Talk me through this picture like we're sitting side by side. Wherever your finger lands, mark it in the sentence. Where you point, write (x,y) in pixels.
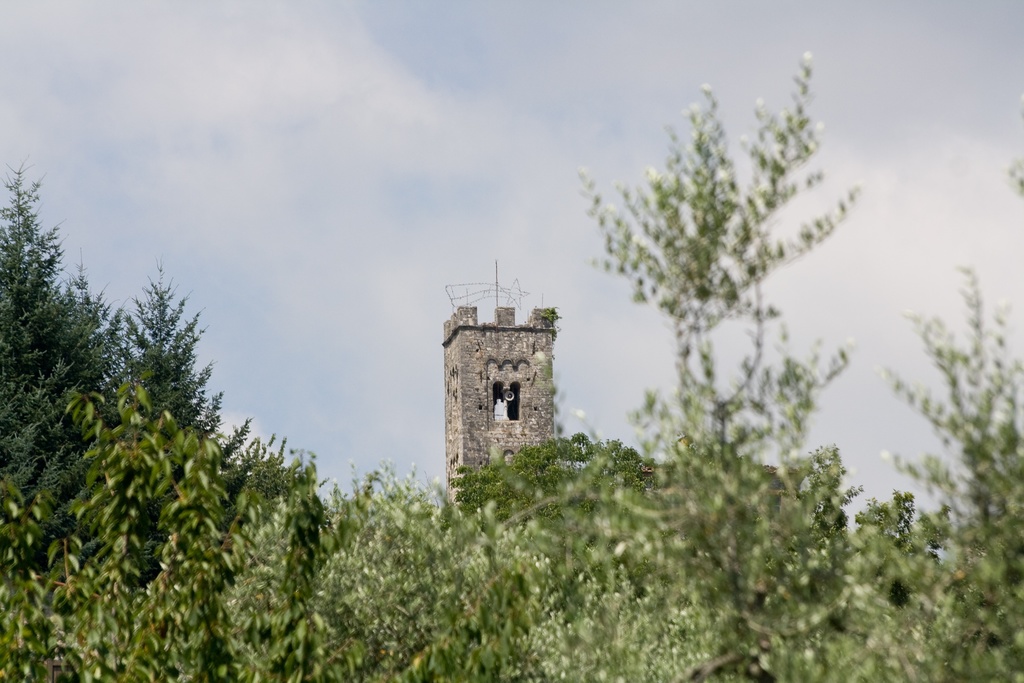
In the picture I can see trees (566,596) and a building tower (500,439). In the background (342,253) I can see the sky (304,300).
